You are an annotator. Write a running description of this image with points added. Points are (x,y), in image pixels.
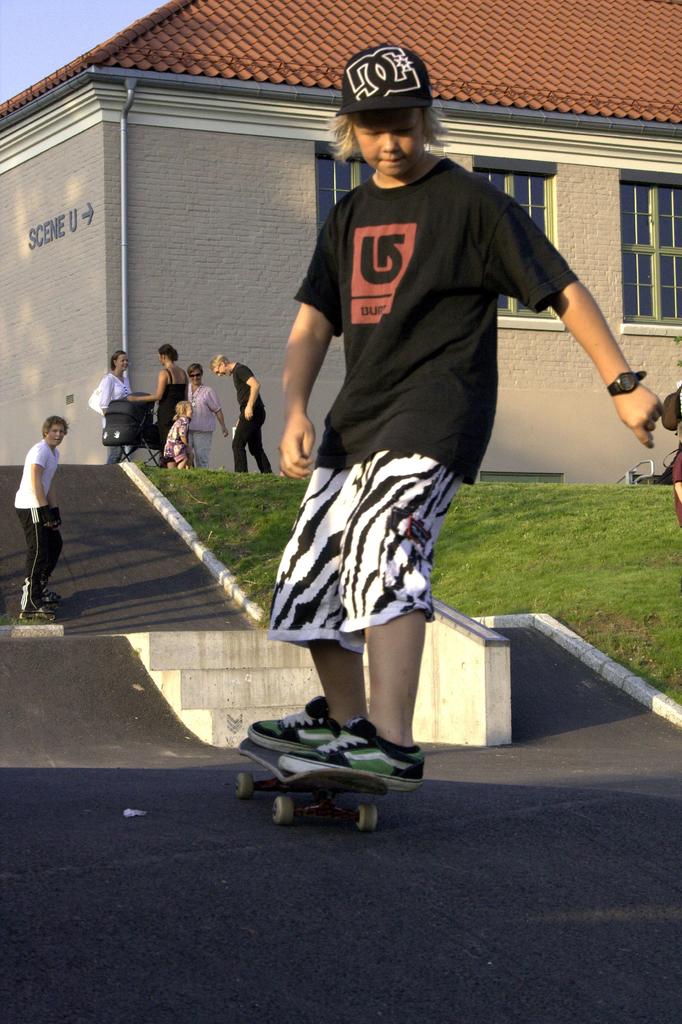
In this picture we can see few people (348,411), in the middle of the image (454,341) we can see a man (405,520), he is skating with the help of skateboard (328,780), in the background (267,535) we can see grass (267,535) and a house (213,246).
